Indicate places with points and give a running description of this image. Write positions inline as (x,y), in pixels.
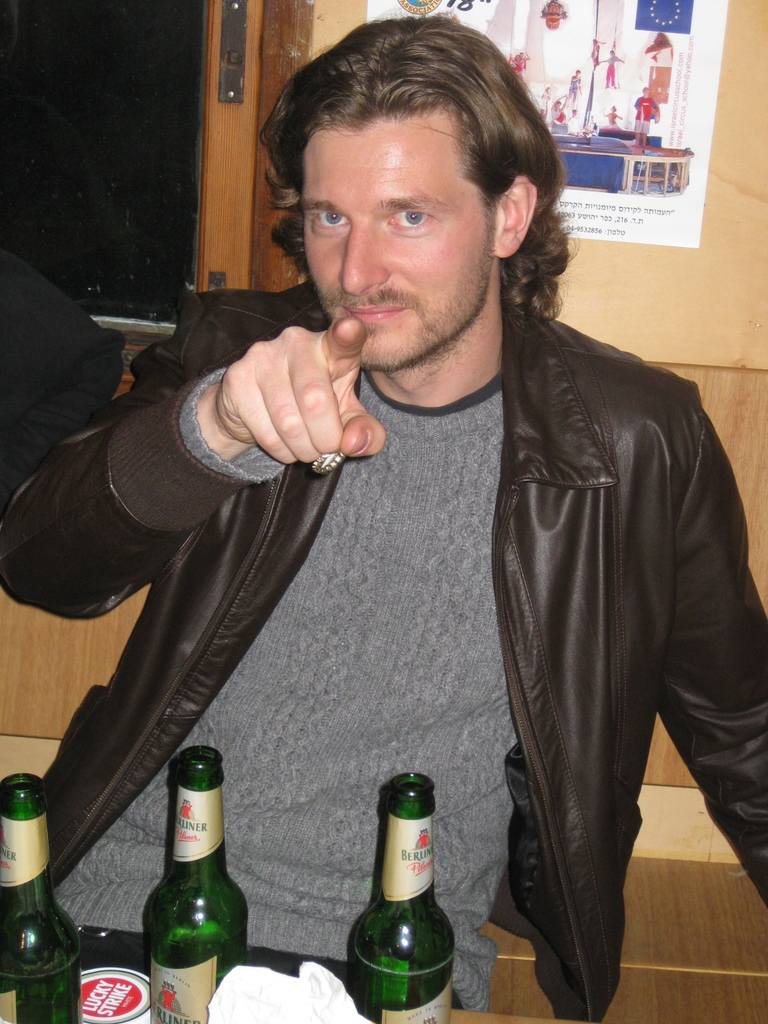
In the image we can see there is a man (540,674) who is pointing his finger (342,405) and on the table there are three beer bottles (47,887).
